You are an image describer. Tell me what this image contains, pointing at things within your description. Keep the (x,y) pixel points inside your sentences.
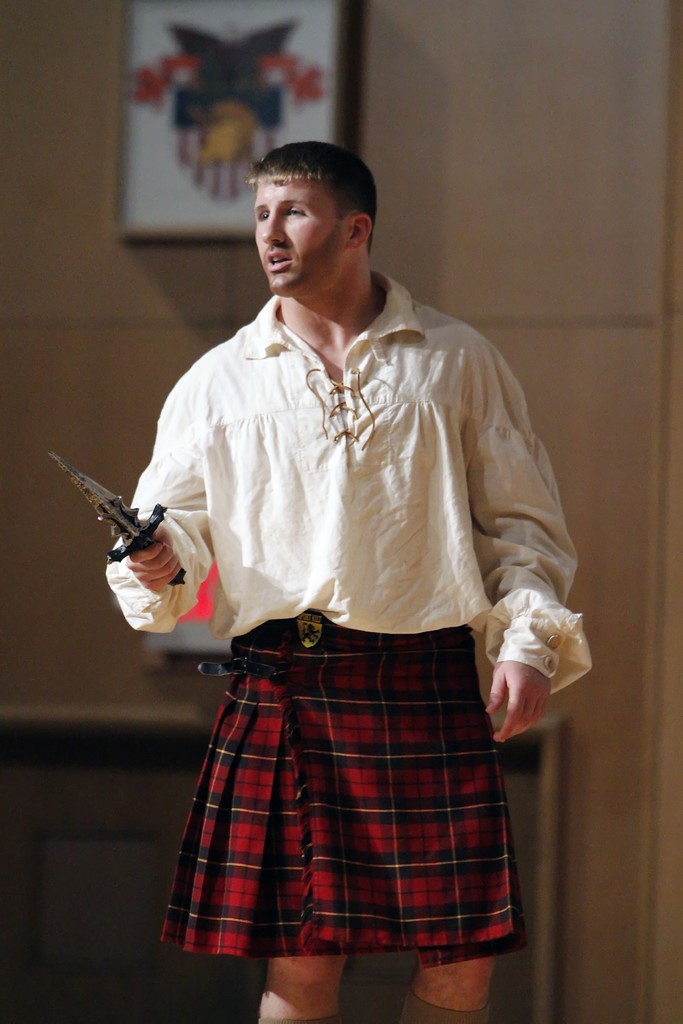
Here I can see a man (337,675) standing, holding an object (127,526) in the hand (147,566) which is looking like a sword (109,511) and looking at the left side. In the background (129,229) there is a frame (205,92) which is attached to the wall (514,178). At the back of this man (357,737) there is a table (137,737).
